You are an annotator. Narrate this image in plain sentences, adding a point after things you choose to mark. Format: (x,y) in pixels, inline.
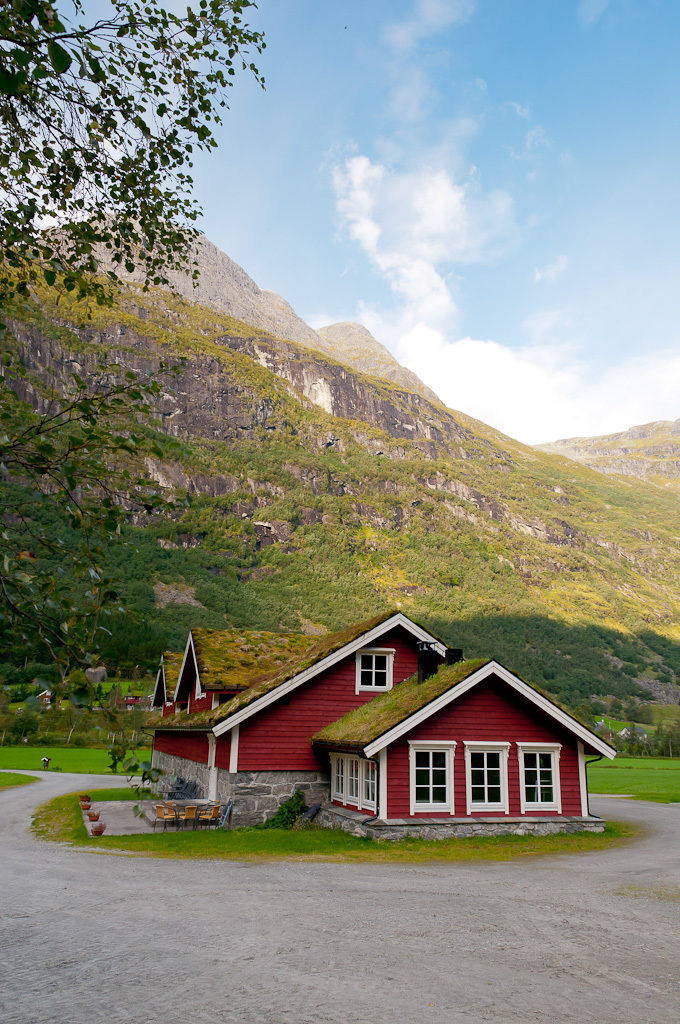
In this image we can see a house (451,773), also there are some house plants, flower pots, chairs (206,815), window (424,747), behind the house (242,815) we see mountains (325,437), also we can see some trees (327,611) and the sky (496,272).
